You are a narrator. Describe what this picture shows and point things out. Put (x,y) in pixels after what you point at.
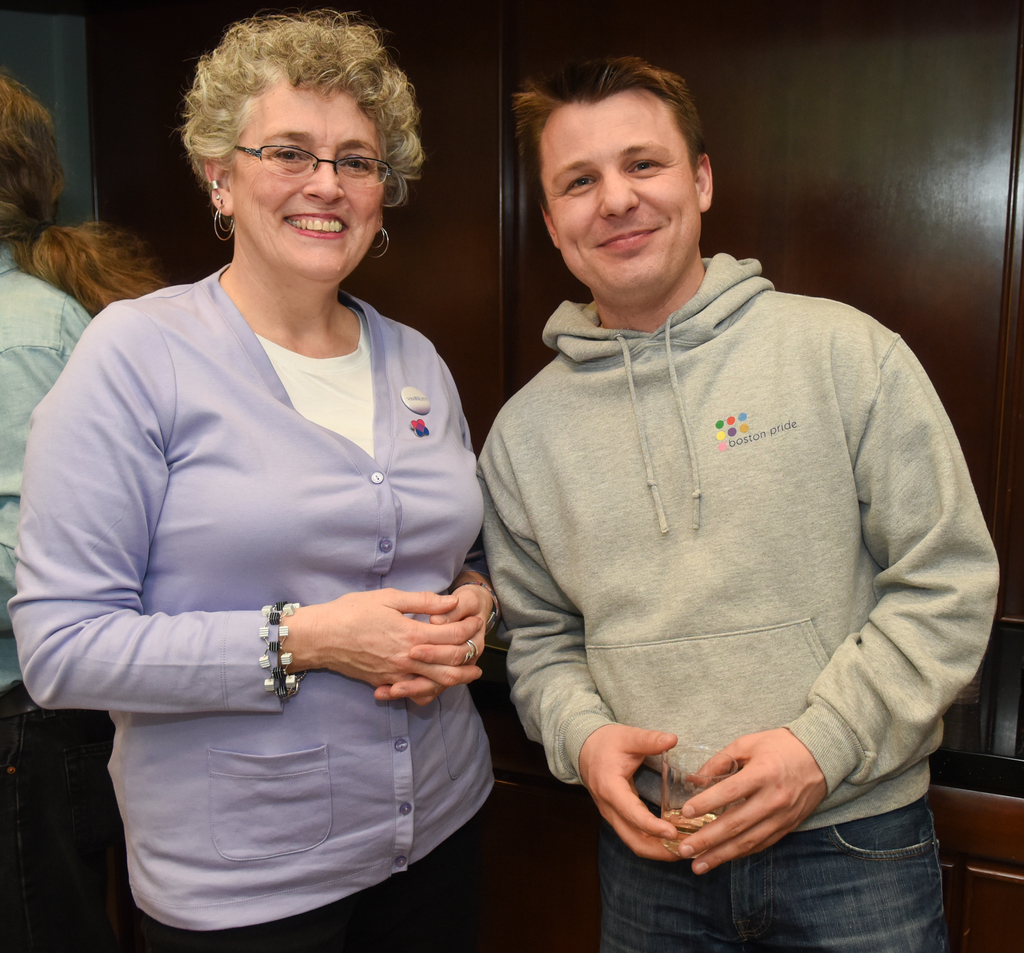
In the image we can see three people (323,634) standing, they are wearing clothes (232,645) and one of them is wearing spectacles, the right side person (660,576) is holding a glass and the left side person (463,676) is wearing spectacles (281,157), earrings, bracelet (260,612) and here we can see the wall (835,61).
